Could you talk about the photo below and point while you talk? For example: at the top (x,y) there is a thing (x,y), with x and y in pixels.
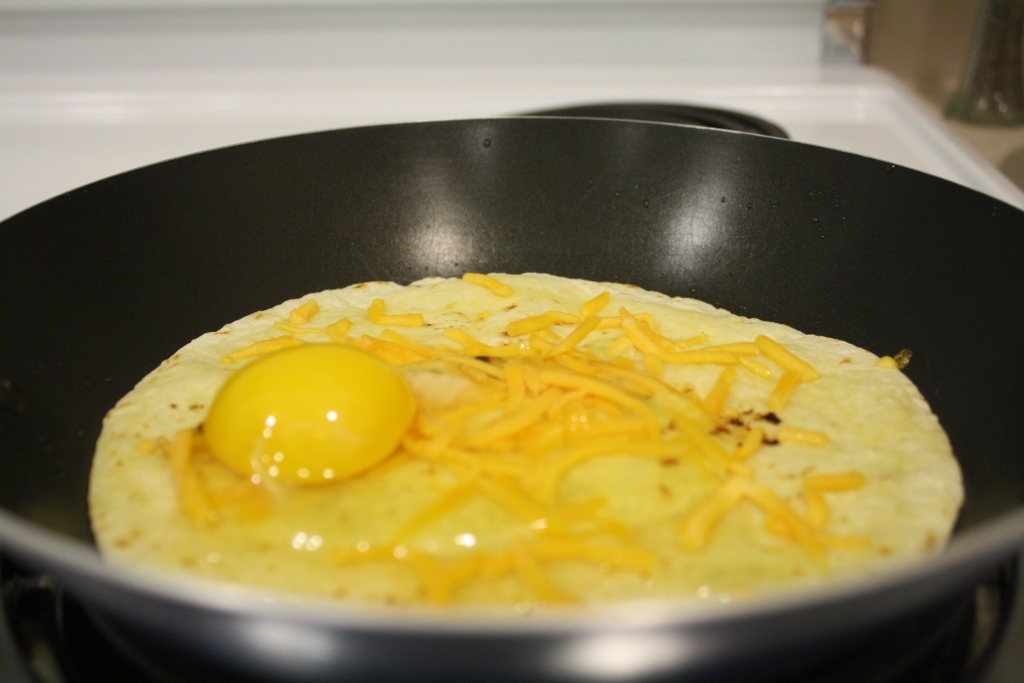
In this image we can see some food item (426,338) in the frying pan (346,220).
